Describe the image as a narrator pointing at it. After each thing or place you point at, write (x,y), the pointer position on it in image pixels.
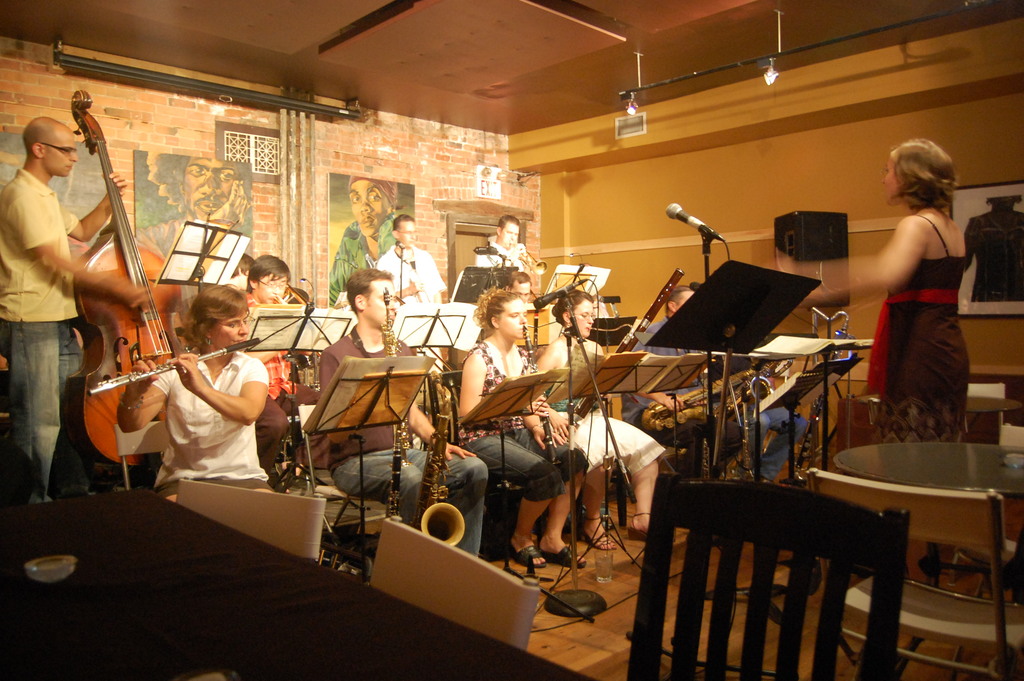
There are group of persons (582,320) playing music in front of a person (917,334) wearing red dress (917,364).
